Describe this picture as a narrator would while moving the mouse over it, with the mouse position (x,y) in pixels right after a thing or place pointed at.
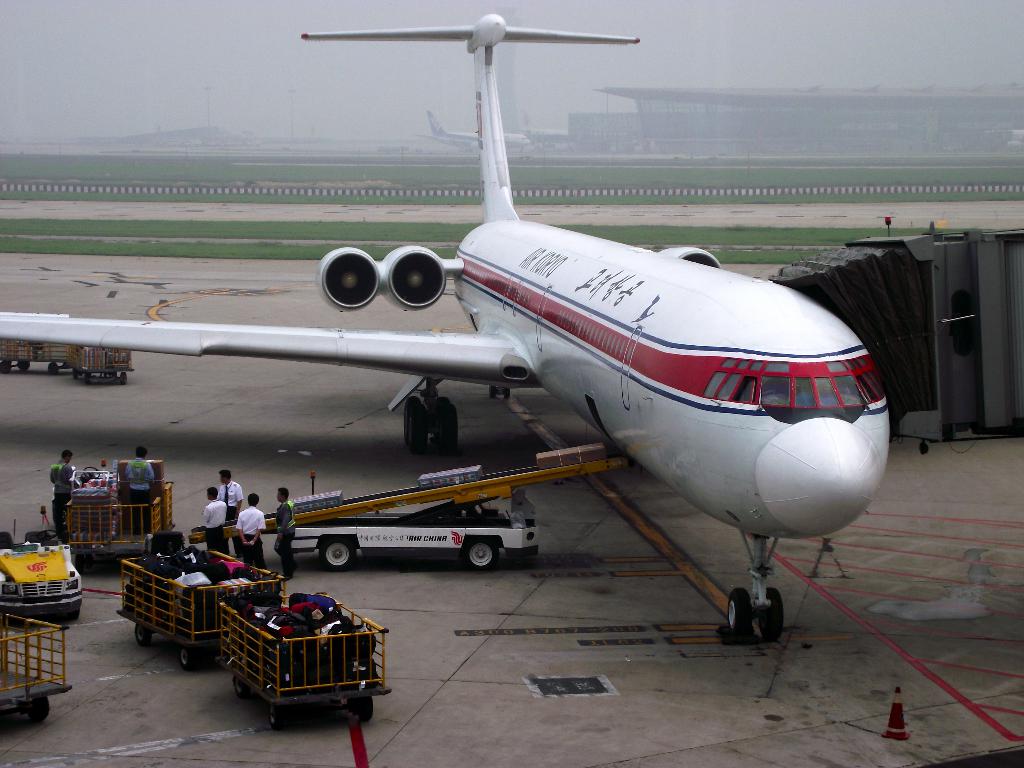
In this image in the center (485,383) there is an airplane (749,446) and on the left side of the image (25,554) there are some vehicles (59,564), and in the vehicles (94,539) there is some luggage (158,568) and some people (218,543) are standing and at the bottom (606,636) there is a walkway (916,611) and there are some barricades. In the background (71,231) there is grass (875,181), buildings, poles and an airplane (461,134). At the top (635,54) there is sky (590,61) and on the right side of the image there are objects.
